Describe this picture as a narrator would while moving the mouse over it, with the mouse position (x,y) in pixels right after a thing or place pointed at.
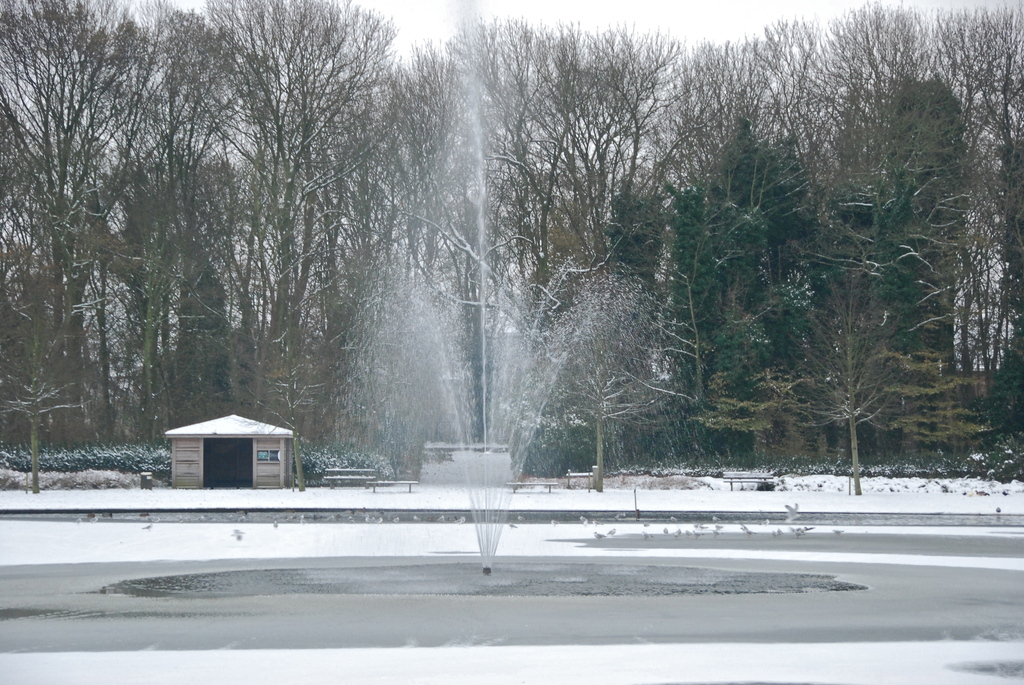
In this Image I can see few trees (517,242), house (189,445), fountain (503,505), benches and snow (726,491).
